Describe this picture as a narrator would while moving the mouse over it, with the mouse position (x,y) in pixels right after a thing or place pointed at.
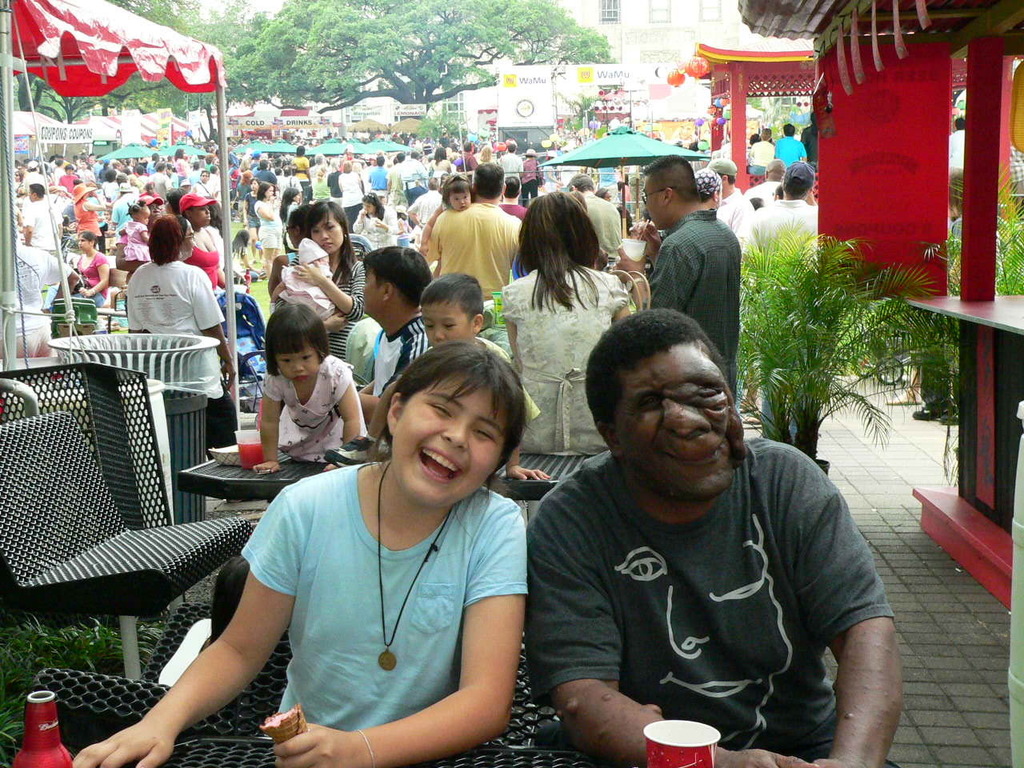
In this image there are many people (385,247). Few (437,227) are standing and few (682,583) are sitting on the chairs (261,684) in front of the table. Image also consists of many buildings (601,3), hoardings (515,71) and trees (358,56). There are also roofs (290,148) for shelter (338,153). Plants (877,357) are also visible. There is a cup (696,746), a red color bottle (57,764) and also trash bin (208,377) in this image.
